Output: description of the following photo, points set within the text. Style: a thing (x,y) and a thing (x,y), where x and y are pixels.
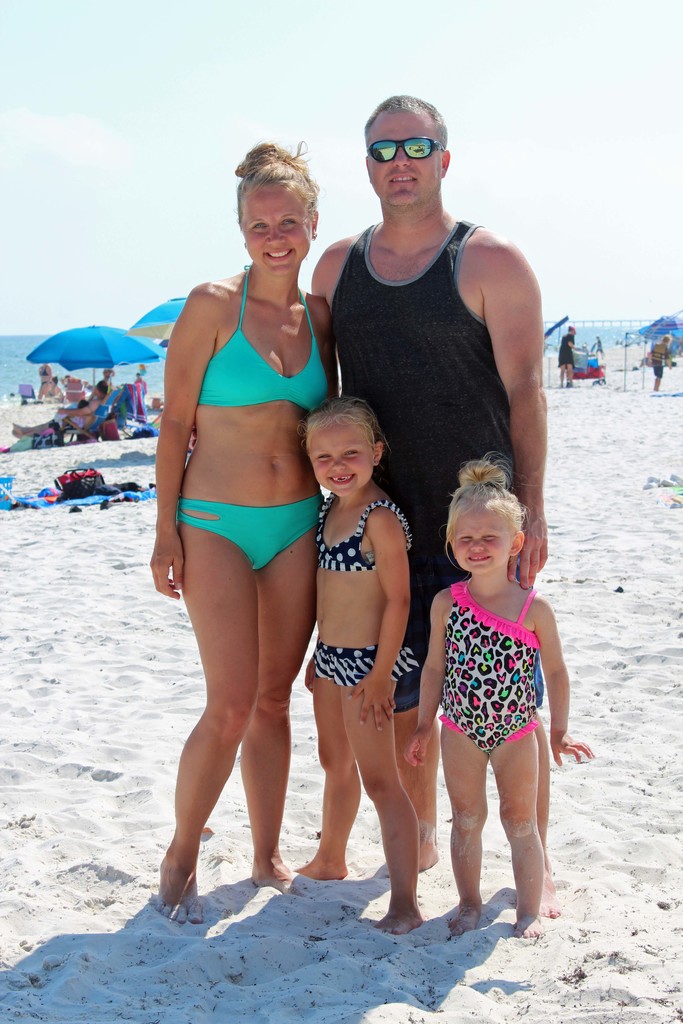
In this image I can see 4 people (345,780) standing on the sand (221,887). A person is wearing goggles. There are umbrellas (157,314) and other people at the back (166,311). There is water (26,347) at the back (12,363) and sky (207,75) at the top (207,75).
